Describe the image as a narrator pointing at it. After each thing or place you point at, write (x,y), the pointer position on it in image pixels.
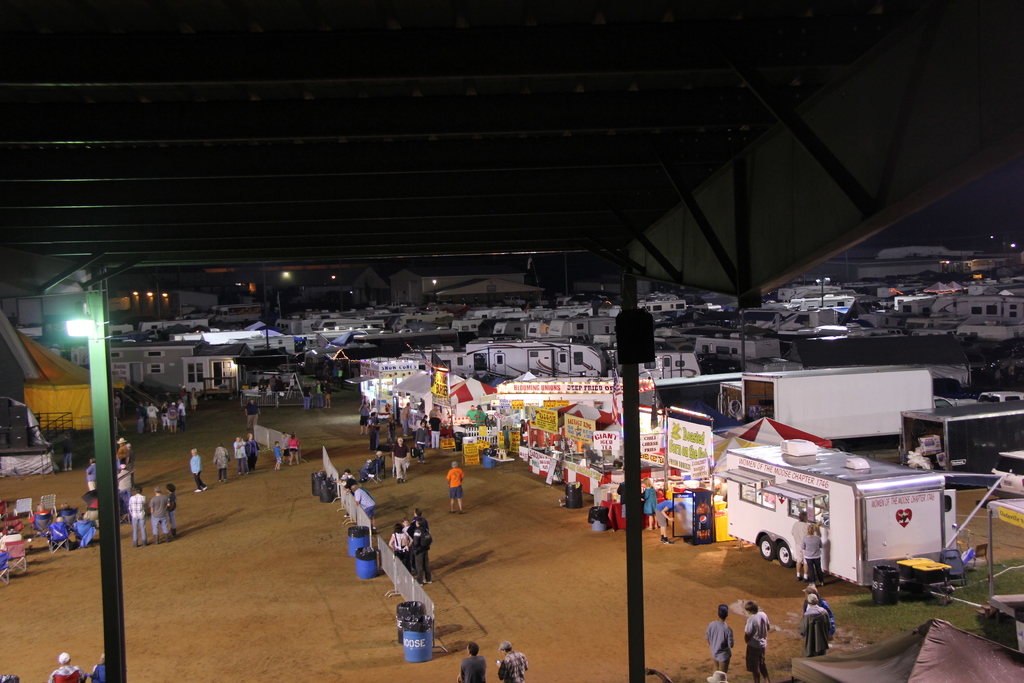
In this image I can see ground (456,575) and on it I can see few blue colour containers (364,560), few chairs (70,533), few stalls (543,451), few tents (758,433), number of food vans (761,536) and I can see number of people (373,470) are standing. I can also see few boards (695,424) and on these boards (708,457) I can see something is written. I can also see few poles (99,405) and few lights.
